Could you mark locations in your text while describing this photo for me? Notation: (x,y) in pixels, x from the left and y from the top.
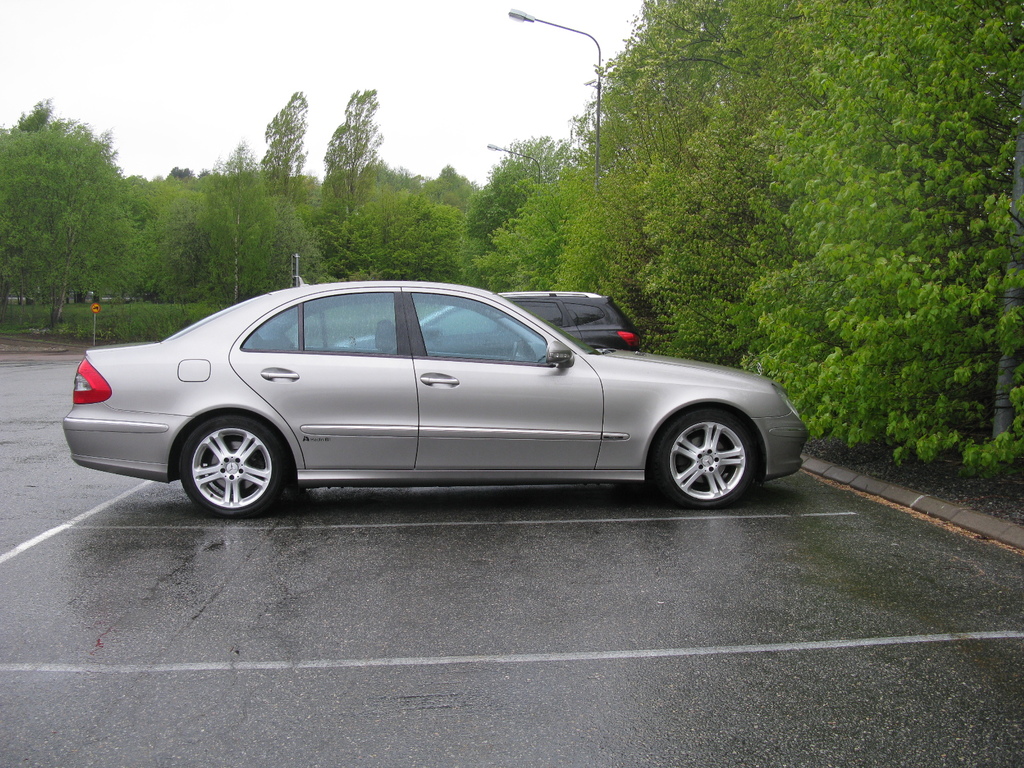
In the center of the picture (497,358) there are cars (527,366). On the right (811,90) there are trees (987,211). At the bottom (492,634) it is road (766,693). In the background (584,159) we can see street lights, trees (182,249), plants (169,314), grass (114,309), poles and other objects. At the top (302,77) there is sky (324,99).
